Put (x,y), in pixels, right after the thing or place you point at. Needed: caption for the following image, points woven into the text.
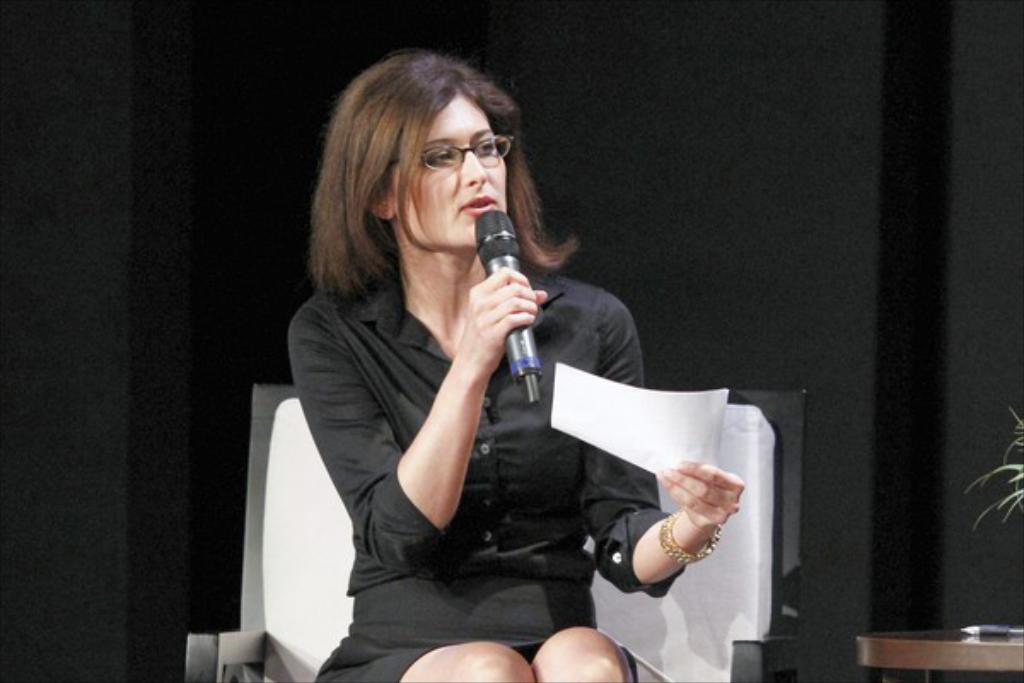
In the image there is a woman (395,377) in black dress (408,408) talking on mic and holding a paper (575,398), she is sitting on a chair (732,565) and behind her there is black wall (762,172).
